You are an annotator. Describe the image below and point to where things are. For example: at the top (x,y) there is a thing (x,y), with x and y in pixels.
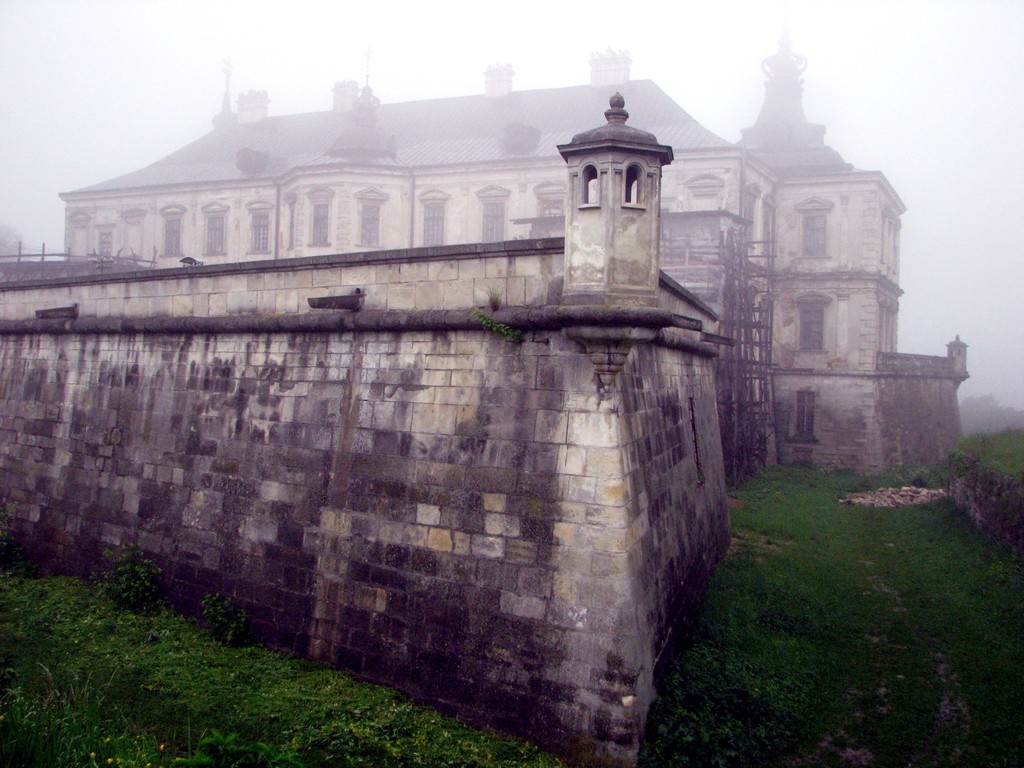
Background (1010,320) portion of the picture is blurry and we can see the sky (731,138). In this picture we can see a building (902,450), windows (222,233), roof top (774,94) and the wooden poles (748,311). We can see the tiny plants (916,511) and few stones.
